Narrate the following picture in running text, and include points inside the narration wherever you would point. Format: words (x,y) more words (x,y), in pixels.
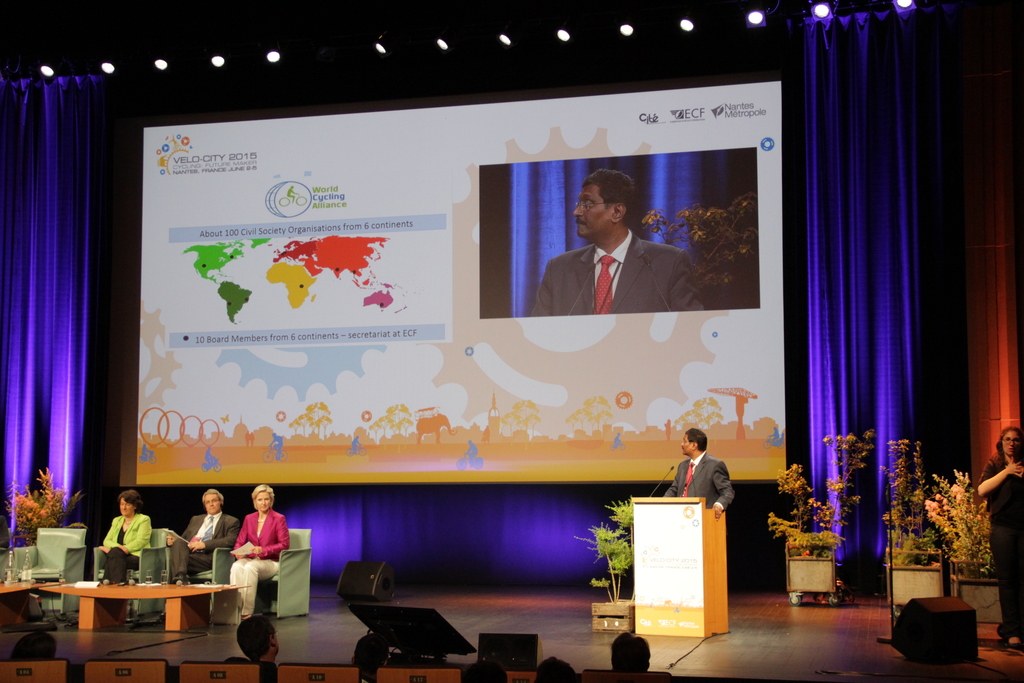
On the stage (325,645) there are some people (263,552) sitting on the chair (293,562). There are two ladies (273,544) and one man (206,535). In front of them there is a table (169,588). On the table (155,594) there are some glasses (150,581). On the stage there is a podium (683,551) In front of the podium (678,508) there is a man (696,477) standing. Behind them there is a big screen (413,441) and blue curtains (862,315). To the right side (900,515) there are some plants (921,525). And a person (1005,477) is standing to the right side (1008,494). In front of them there are some chairs (390,665).
